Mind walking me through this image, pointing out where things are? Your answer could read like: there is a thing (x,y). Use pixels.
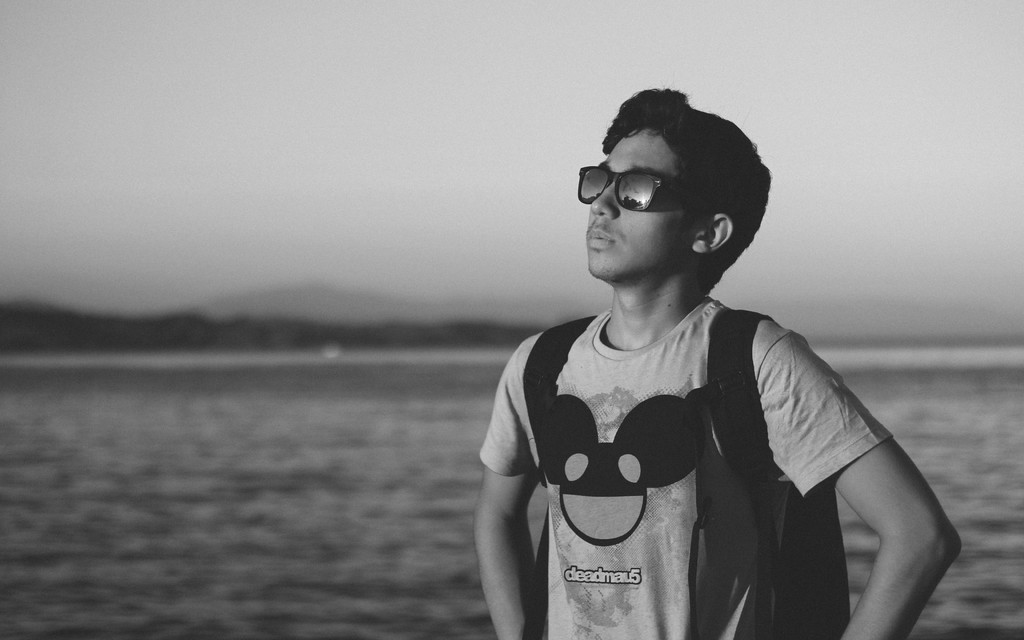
In this image I can see the person (618,605). In the background (318,437) I can see the water (296,410) and the sky (382,159) and the image is in black and white.
